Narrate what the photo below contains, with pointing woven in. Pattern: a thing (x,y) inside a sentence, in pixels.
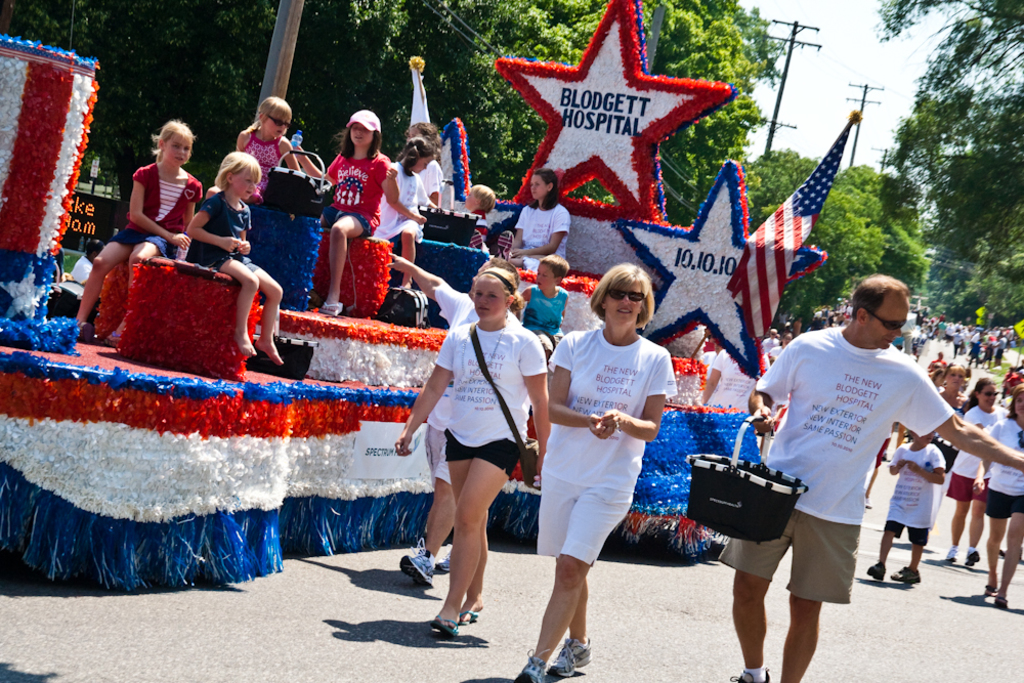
This image consists of many people (580,369). In the front (622,387), the four people (548,468) are wearing white T-shirts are walking. At the bottom (149,656), there is a road (206,657). In the background (512,120), there are trees (918,217). At the top (826,97), there is sky (831,85). On the left (203,422), we can see a dais (196,360) along with a flag (729,290) and children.
